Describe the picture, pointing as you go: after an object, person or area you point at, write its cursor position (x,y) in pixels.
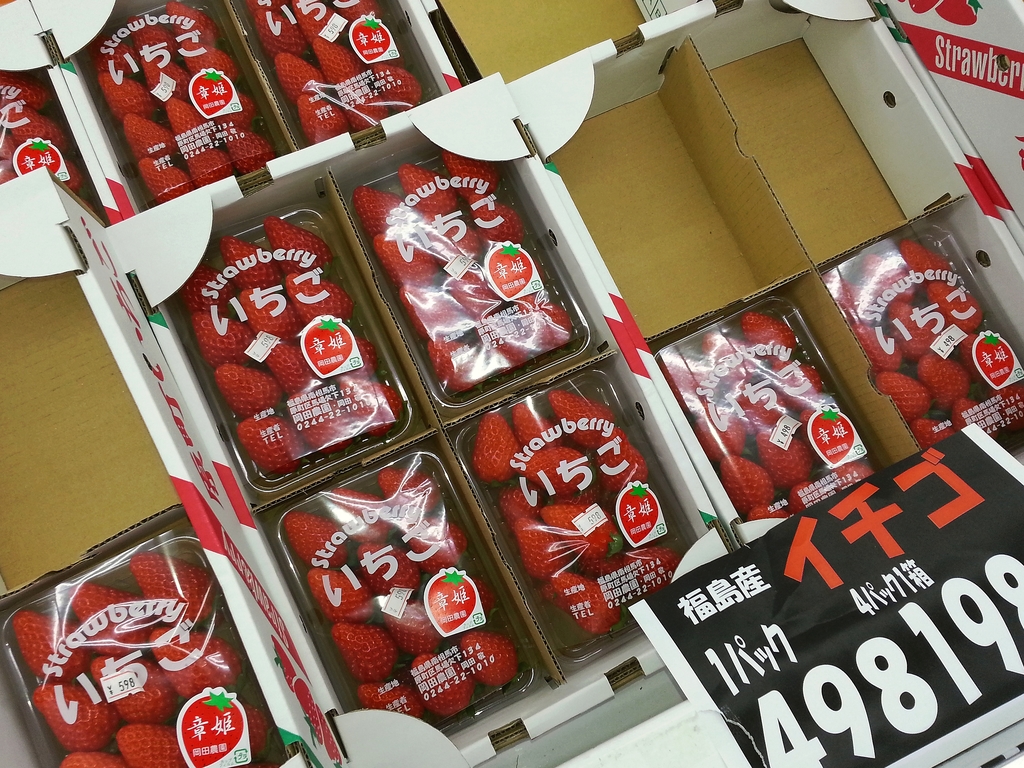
In this image there are strawberries (576,542) packed in boxes (532,444) with a price tag (462,258) and some text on the display covers (359,325). On the bottom right of the image (811,662) there is a poster (850,712) with some text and numbers (982,618) on it.
